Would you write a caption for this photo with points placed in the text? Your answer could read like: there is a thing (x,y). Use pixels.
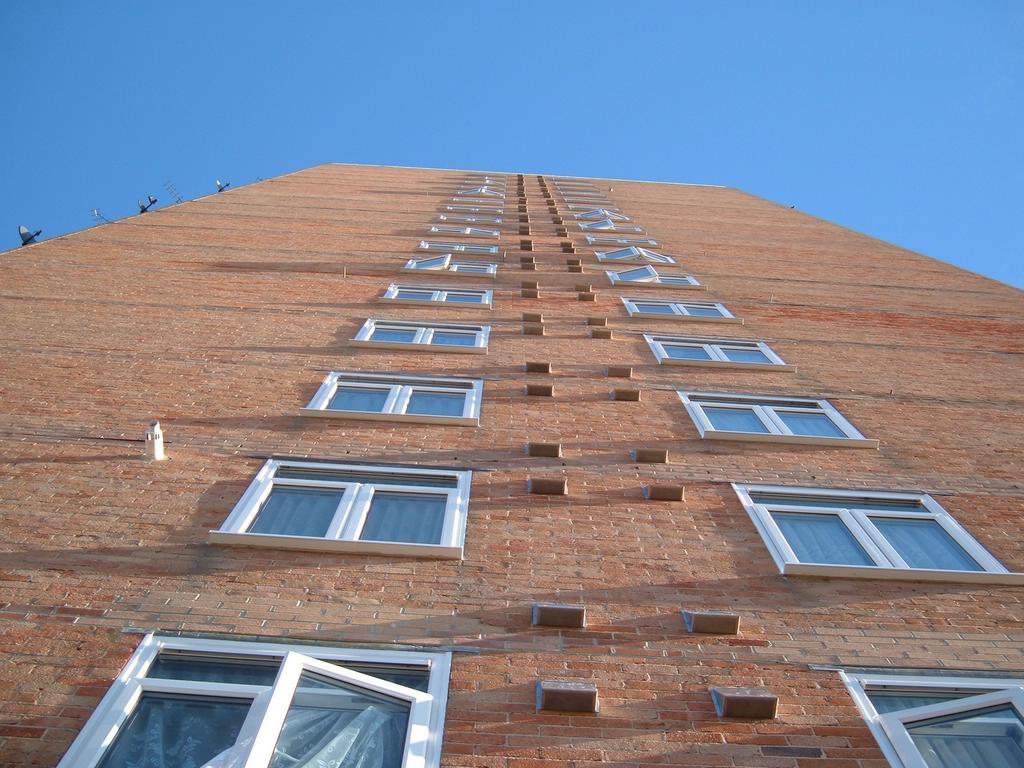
In this image we can see brown color brick building (534,599) with glass windows (359,717). The sky (737,93) is in blue color.
